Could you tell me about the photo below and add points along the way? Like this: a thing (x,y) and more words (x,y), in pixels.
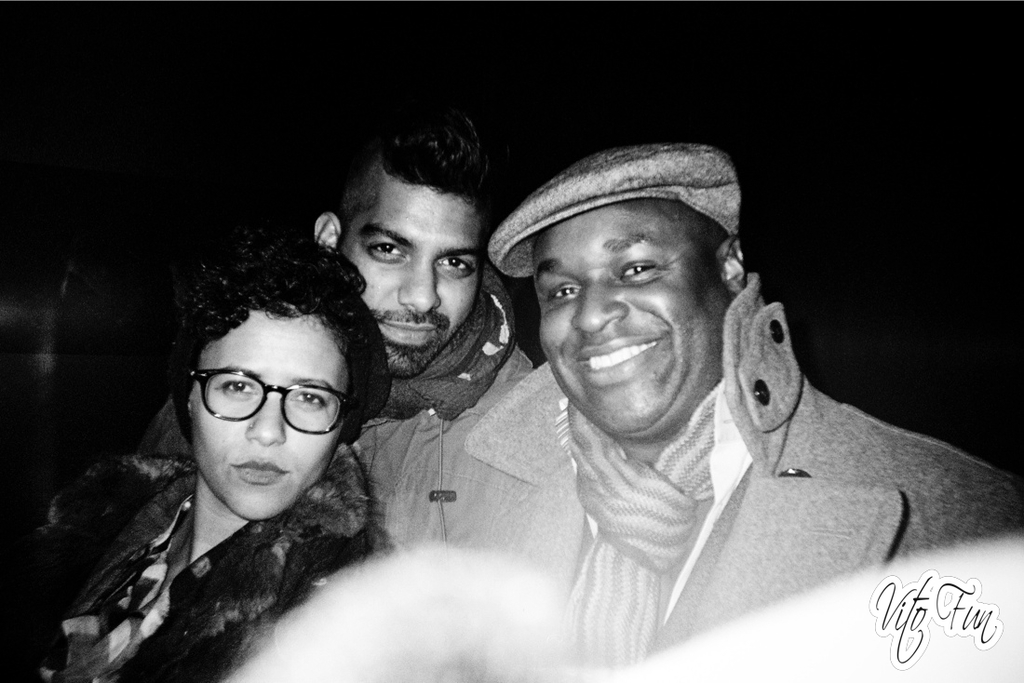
It is the black and white image in which there are three persons (461,418). On the right side (691,475) there is a man (516,496) who is having a cap (584,185) and wearing the jacket (777,538) and a scarf (671,528). On the left side (199,484) there is another person (224,536) who is having a specs (234,407).
